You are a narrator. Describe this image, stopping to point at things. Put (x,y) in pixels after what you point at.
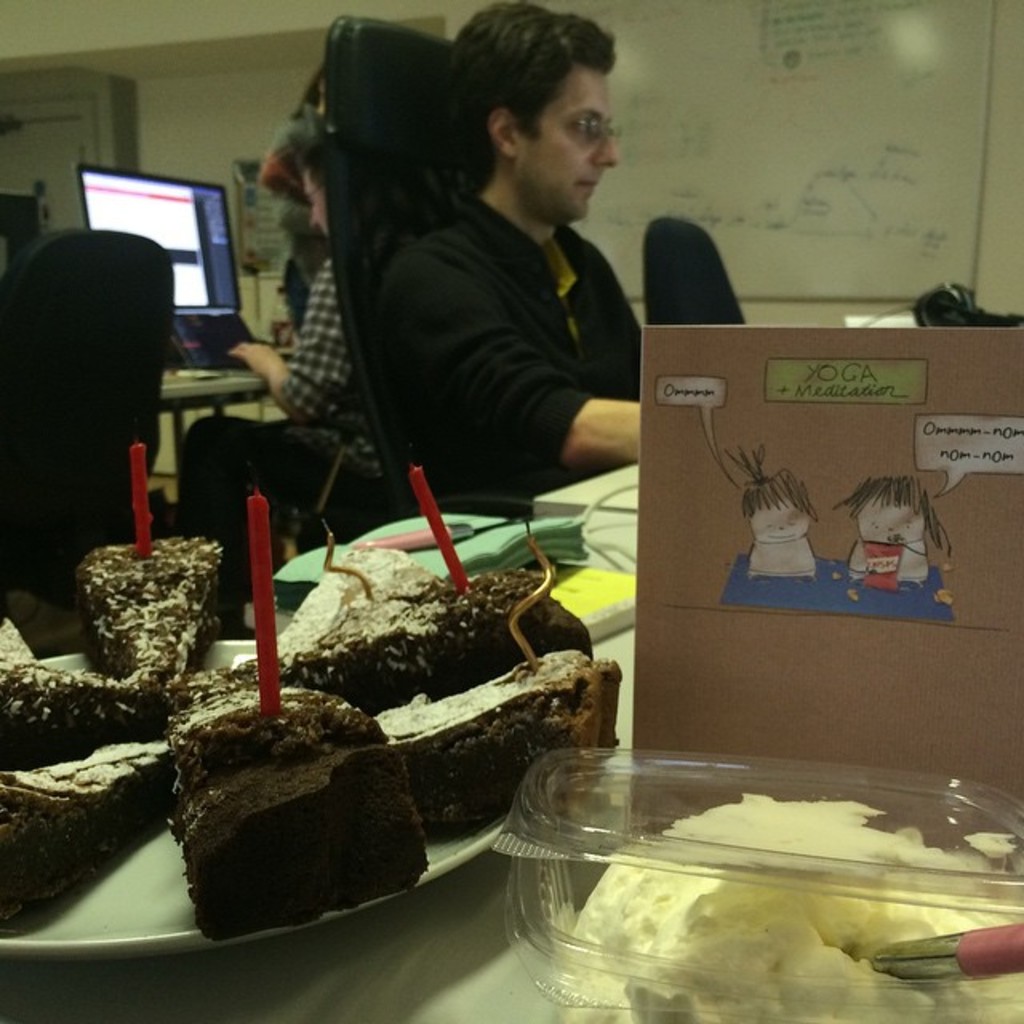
In this image we can see few people (431,414). There are two persons (431,414) sitting on the chair (378,408). There are many objects (172,246) placed on the table (219,384). There are few chairs (678,316) in the image.
